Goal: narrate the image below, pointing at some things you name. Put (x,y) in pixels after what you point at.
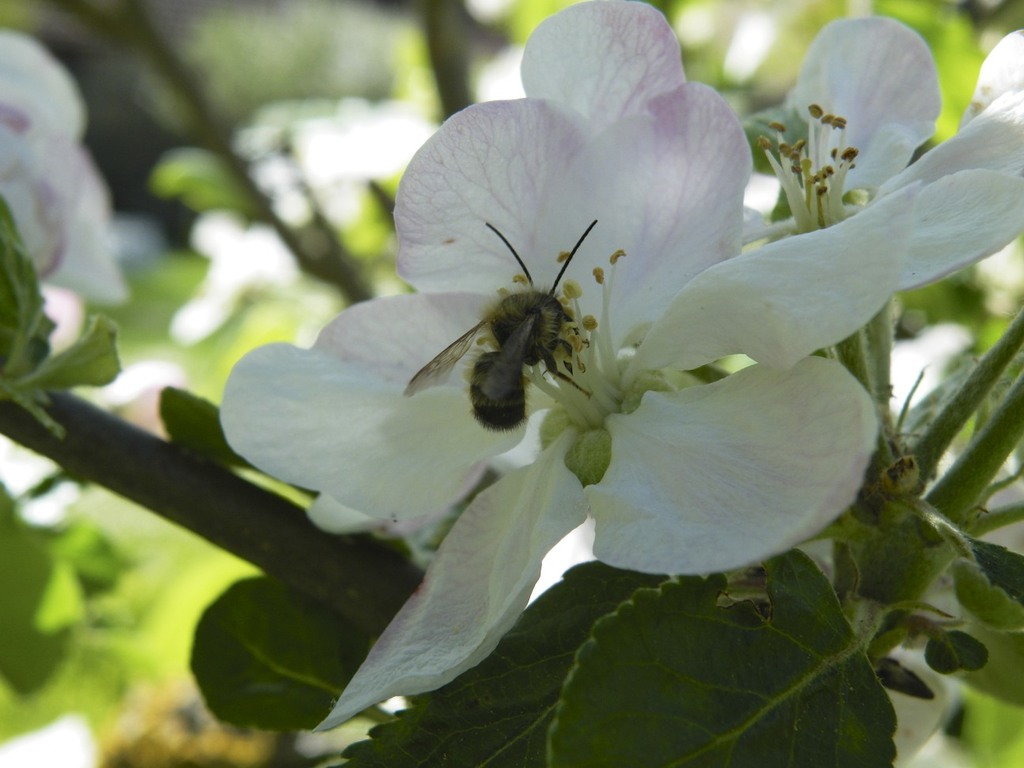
In this picture I can see a white color flower (617,438) in front (385,347) and I see an insect (447,355) on it and I can also see few leaves (750,618) and stems (961,428). On the right side of this picture (823,183), I can see another white color flower (888,187). In the background (762,47) I can see another white color flower (68,248) and I see that it is totally blurred in the background (109,277).
